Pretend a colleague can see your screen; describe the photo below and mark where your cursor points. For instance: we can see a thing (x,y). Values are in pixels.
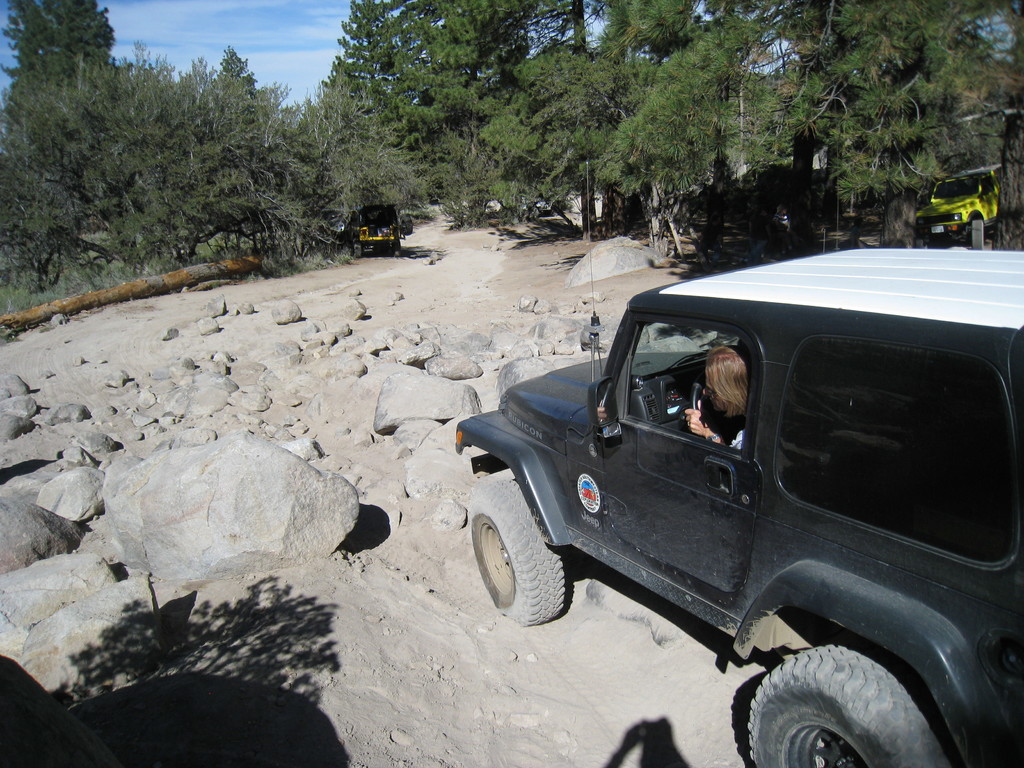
In the picture we can see a sand surface (682,739) on it, we can see a rock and near it, we can see a jeep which is black in color with a woman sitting in it and in the background (266,100) also we can see two vehicles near the trees (386,70) and behind it we can see a sky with clouds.
